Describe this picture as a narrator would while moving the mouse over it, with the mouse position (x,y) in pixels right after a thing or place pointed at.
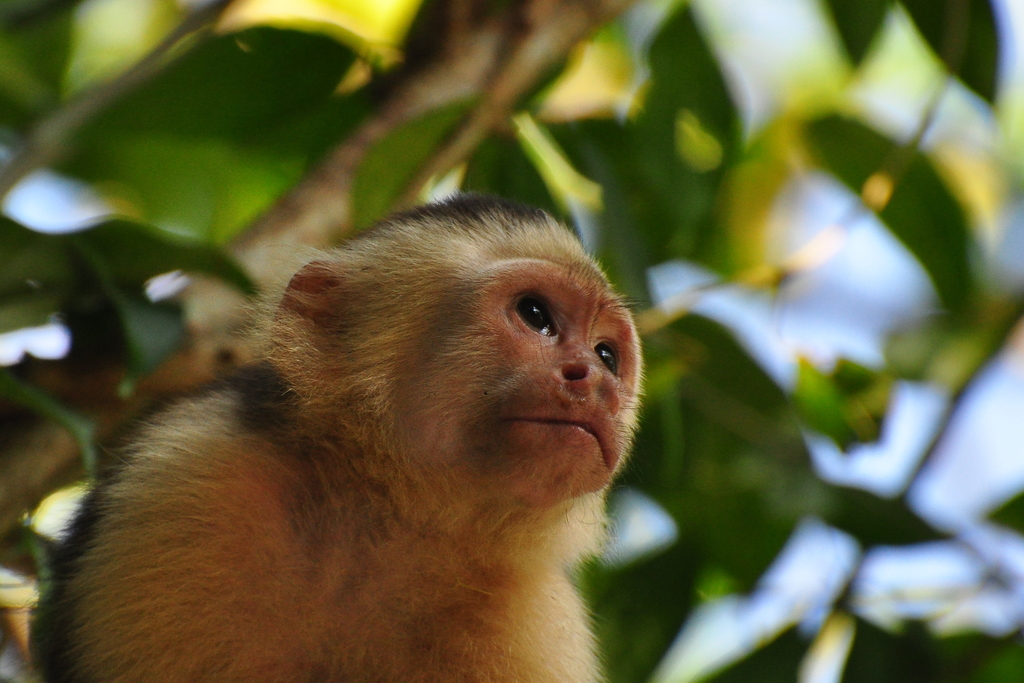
In this image we can see a monkey (424,474) and there is a tree (321,101) and the background (750,320) is blurred.
